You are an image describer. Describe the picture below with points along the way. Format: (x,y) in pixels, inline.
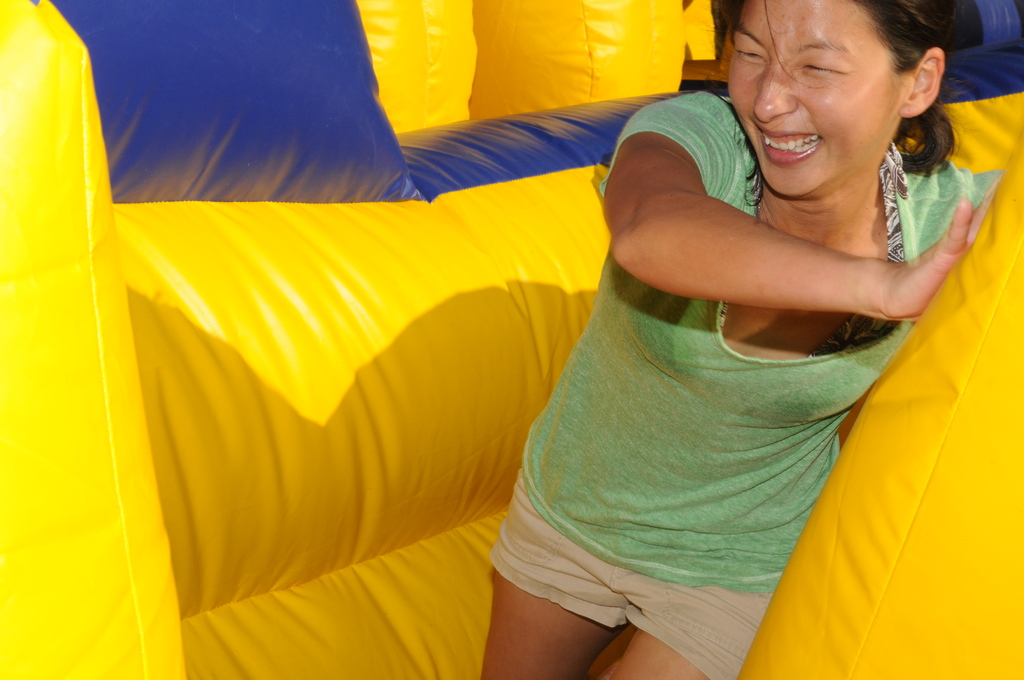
In this picture there is a lady (886,225) on the right side of the image (875,219) in an air balloon (486,174).
